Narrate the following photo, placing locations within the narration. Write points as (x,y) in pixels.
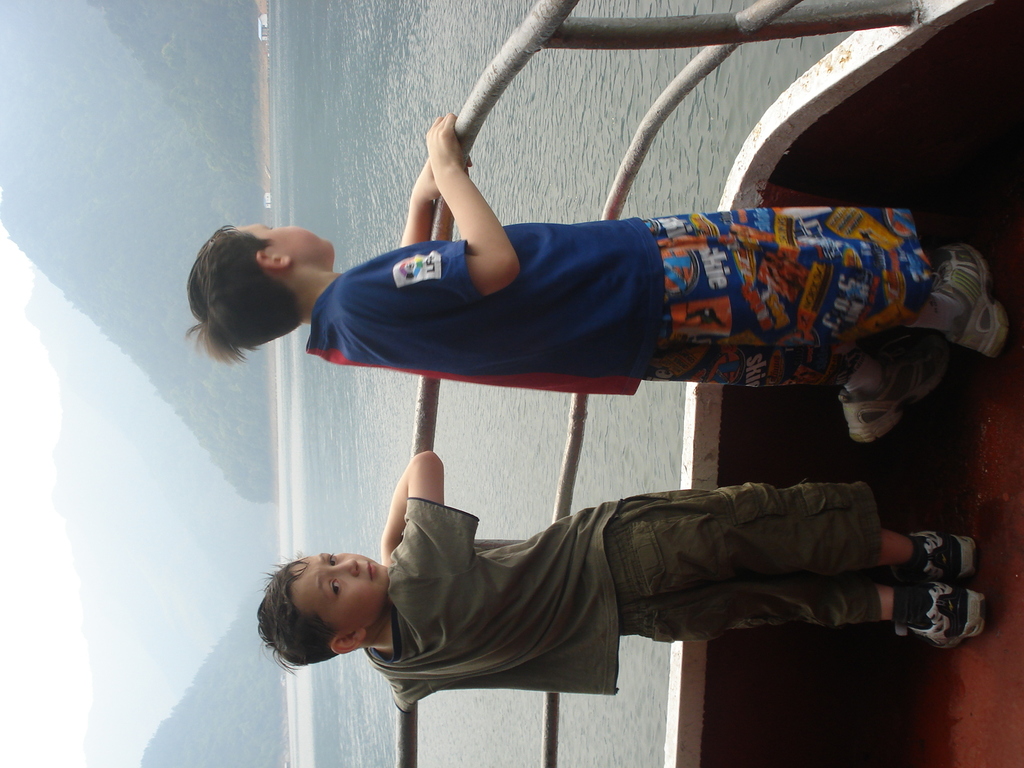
In this image, we can see kids (783,574) standing on the floor (926,491) and there is a railing (416,416). In the background (327,136), there is water (309,83) and we can see hills (109,272).
